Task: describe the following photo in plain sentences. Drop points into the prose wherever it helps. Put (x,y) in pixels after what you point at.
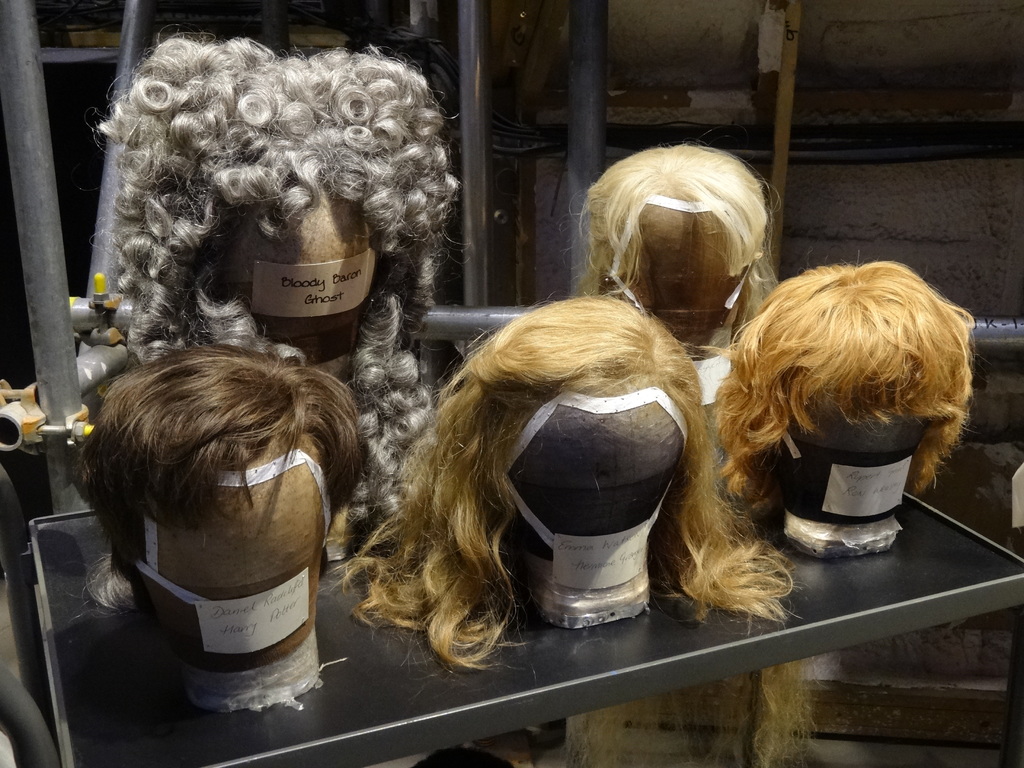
In this image I can see few wigs (449,158). They are in different color. They are on the table (731,616). Back I can see a poles (782,143) and wall (630,68).
